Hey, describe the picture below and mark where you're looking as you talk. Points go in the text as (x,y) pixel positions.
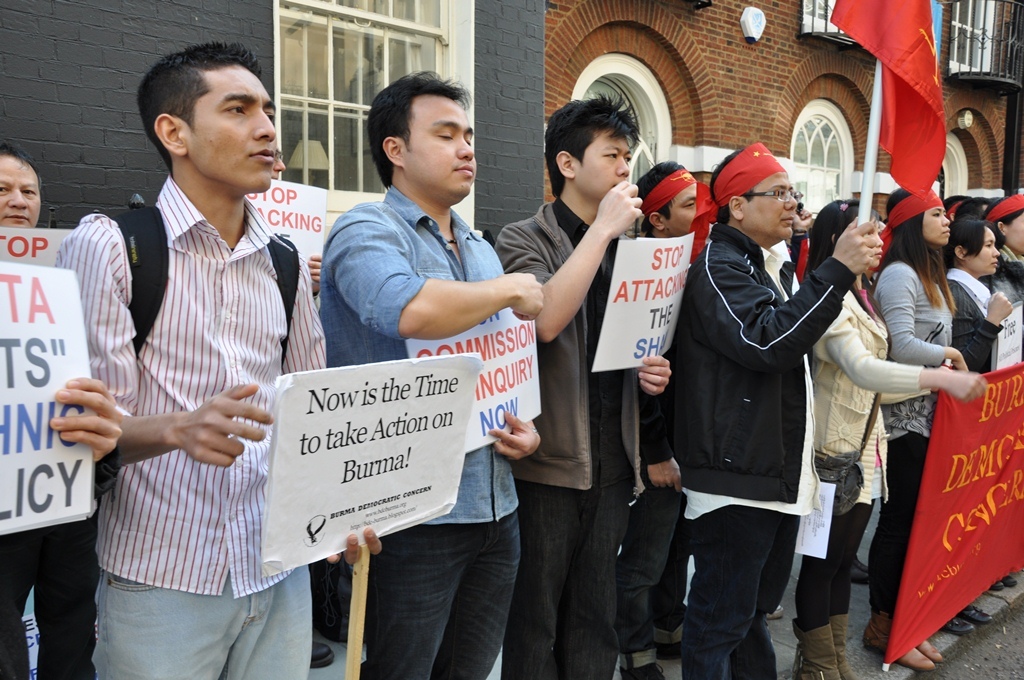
This image consists of many persons (667,423) standing on the pavement (339,655). They are holding placards (376,431) and flags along with banners (944,560). In the background (509,20), we can see buildings (544,107) along with windows (966,47). At the bottom (963,658), there is a road (973,664).
